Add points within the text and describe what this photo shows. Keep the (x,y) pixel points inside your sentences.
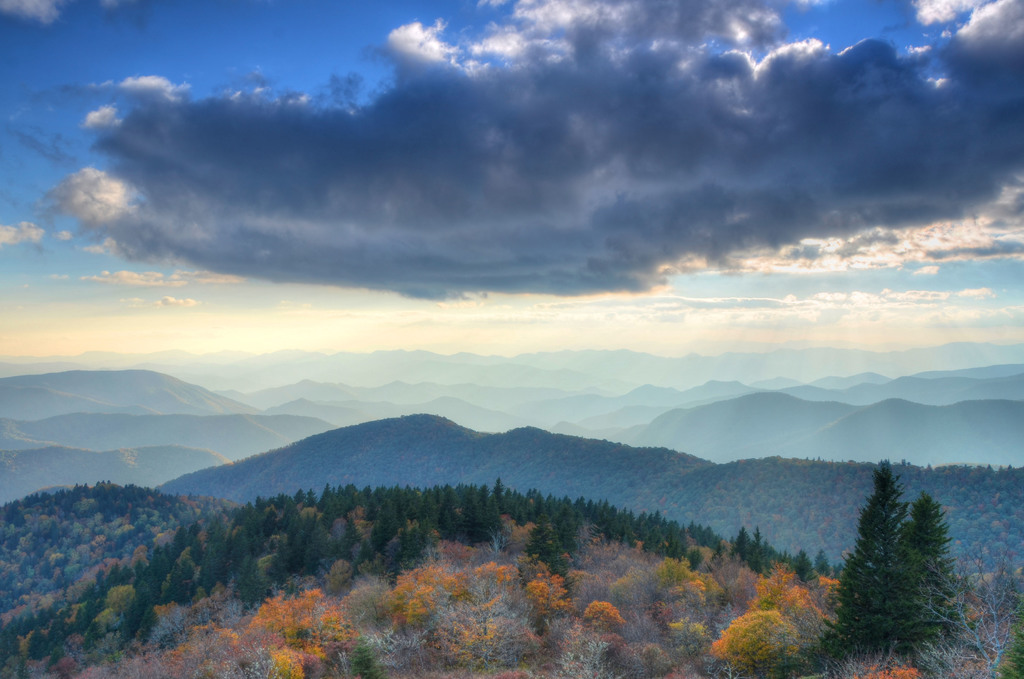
At the bottom of the image (493,603), there are so many trees (317,605). In the background (948,469), we can see the hills (387,448) and cloudy sky (392,288).
